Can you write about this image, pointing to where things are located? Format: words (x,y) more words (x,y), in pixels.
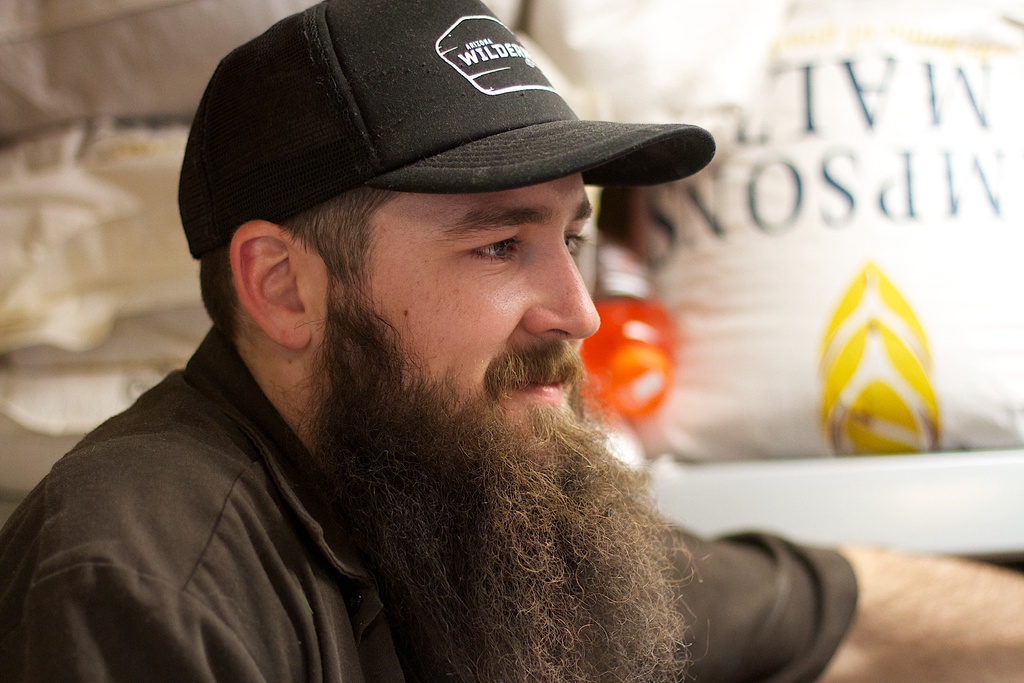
In this picture a person (303,492) wearing a cap (532,145). There are a few bags (951,261) visible in the background (709,361). We can see a text (763,200) and a few things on one of the bags (995,266) visible on the right side (708,325). Background (827,106) is blurry.
